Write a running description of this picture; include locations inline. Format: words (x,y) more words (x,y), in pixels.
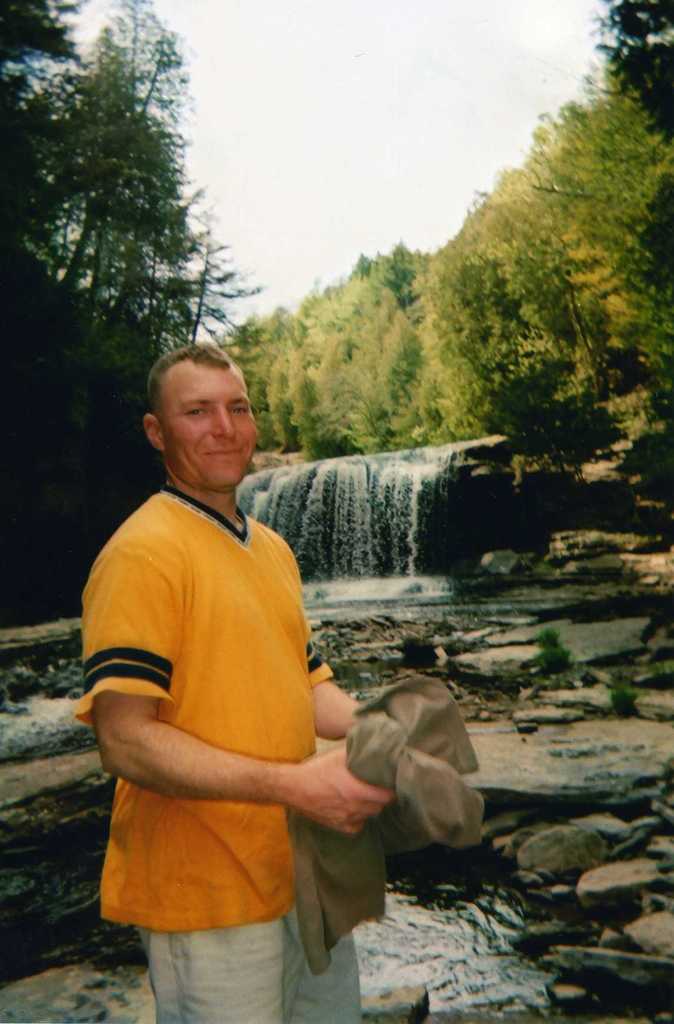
In this picture there is a man (272,638) wearing yellow color T shirt (191,681). The man (212,678) is smiling. I can observe small waterfalls (354,514) and there are some stones (544,861) behind him. In the background (540,286) there are trees (326,289) and a sky (294,143).
